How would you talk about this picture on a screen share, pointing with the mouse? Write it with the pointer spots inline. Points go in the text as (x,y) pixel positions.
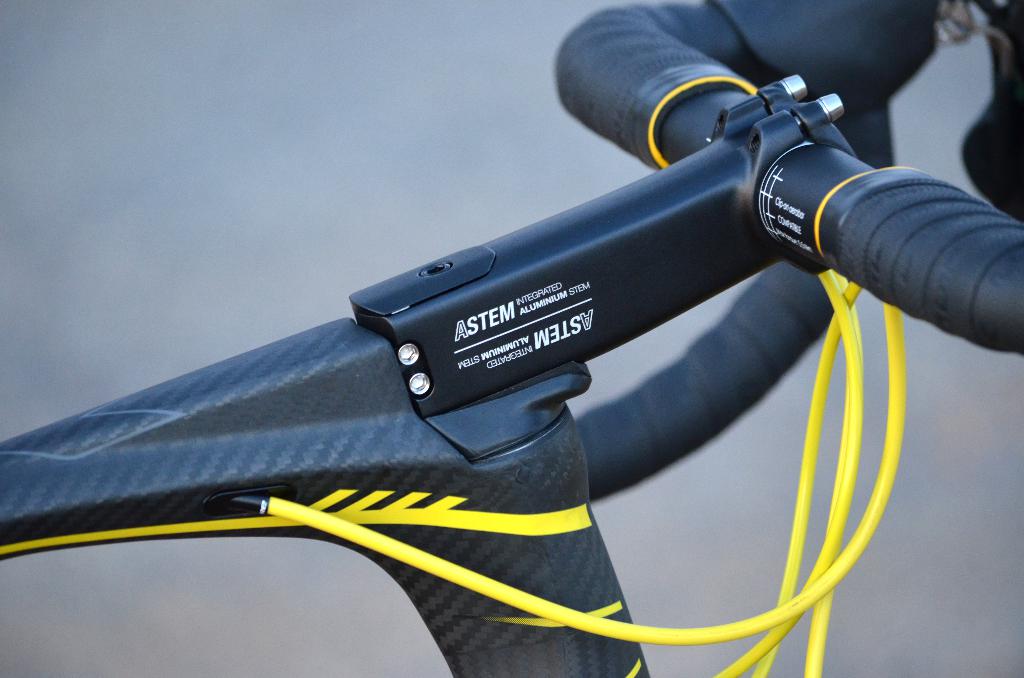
In the center of this picture (543,341) we can see an object (750,73) seems to be the part (583,562) of a bicycle (539,503) and we can see the text (588,312) on the object (878,235). In the background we can see some other objects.
